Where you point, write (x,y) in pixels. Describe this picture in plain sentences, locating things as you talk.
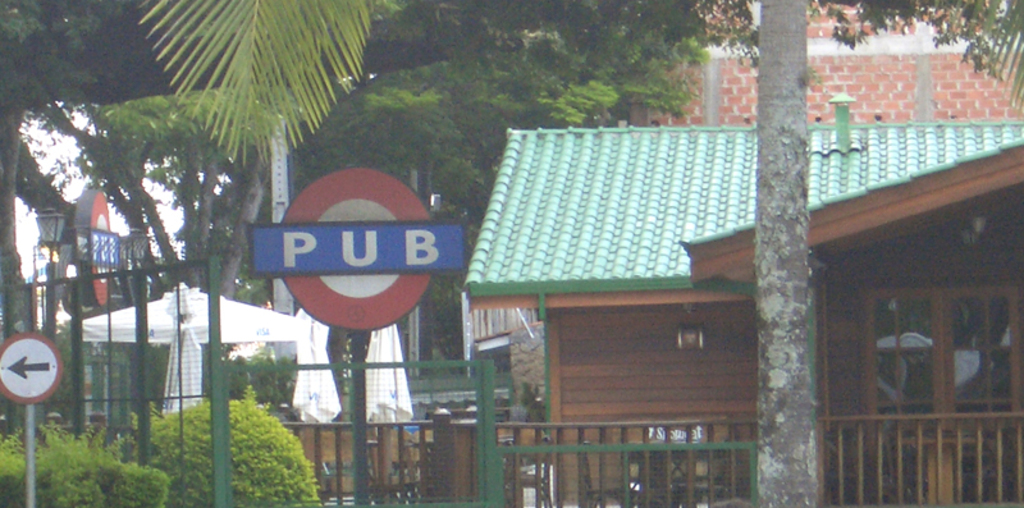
This is the picture of a city (636,236). In this image there are buildings (829,236) and trees (778,182) and there are poles (48,296). At the back (406,379) there are umbrellas (377,371) and there is a boards (392,224) on the poles (365,387). At the top (64,162) there is sky (69,162).
